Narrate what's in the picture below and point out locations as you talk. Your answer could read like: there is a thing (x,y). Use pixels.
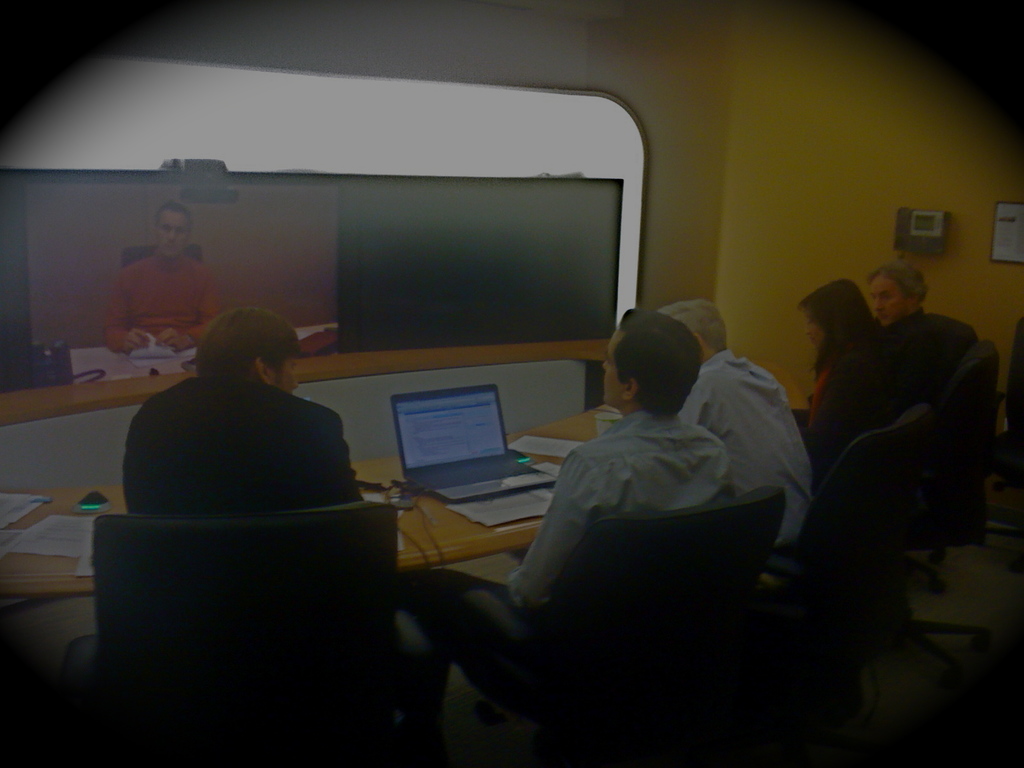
In this image there are people (786,536) sitting on chairs (815,517), in front of them there is a table (421,553), on that table (458,531) there are papers (563,455), laptop (426,481) and there is a screen (91,206) and there are walls (947,124).
